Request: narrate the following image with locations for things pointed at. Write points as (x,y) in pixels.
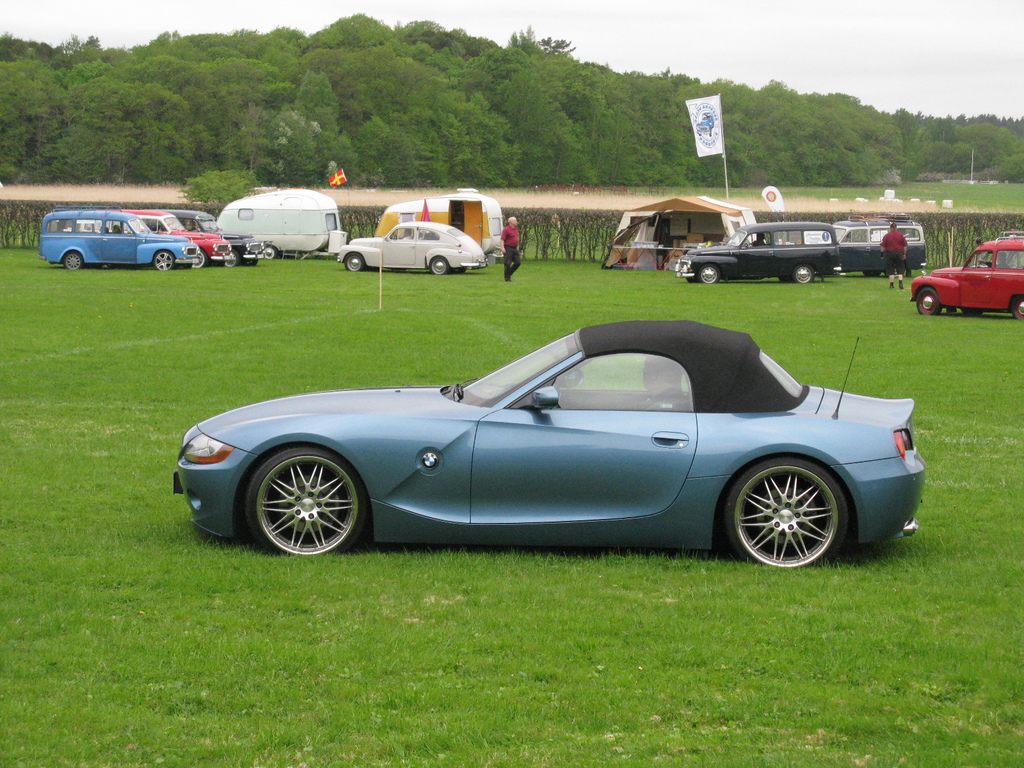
There is a ground (228,333) and on the ground (861,304), different types of vehicles (571,485) are parked and there are plenty of trees (670,141) around the ground (35,376).
